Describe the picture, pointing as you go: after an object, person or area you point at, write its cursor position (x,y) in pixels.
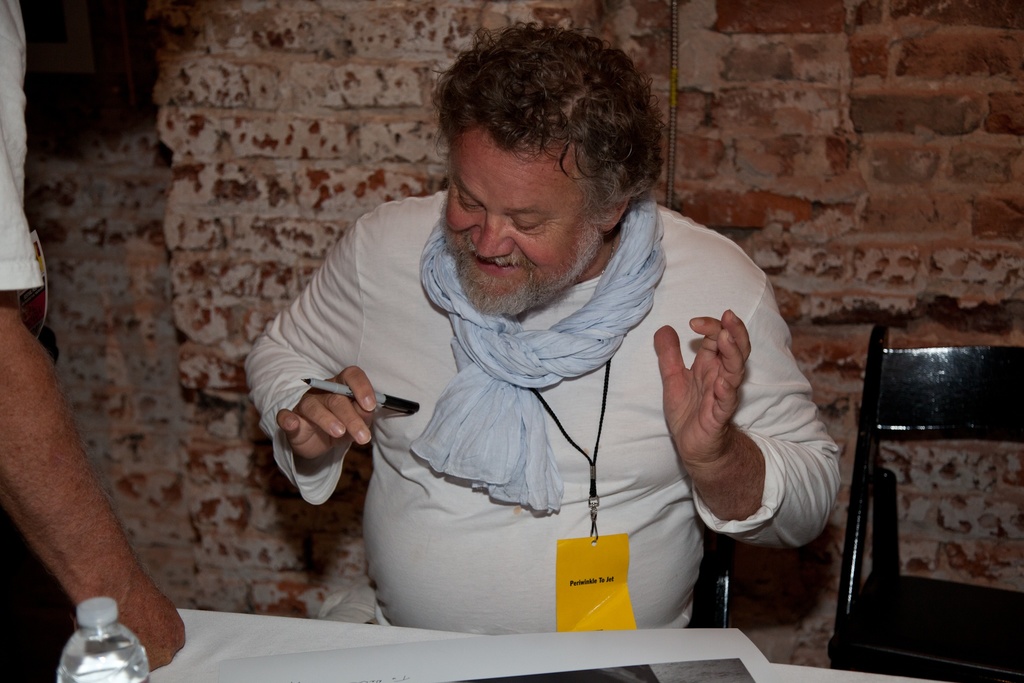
In this image there is a person (520,391) sitting on the chair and he is holding the pen (349,396). Beside him there is a chair (971,611). In front of him there is a table (296,633). On top of it there is a water bottle (123,676). There is a paper (655,645). Behind him there is a wall (744,90). On the left side of the image (160,610) there is a person (46,360).
